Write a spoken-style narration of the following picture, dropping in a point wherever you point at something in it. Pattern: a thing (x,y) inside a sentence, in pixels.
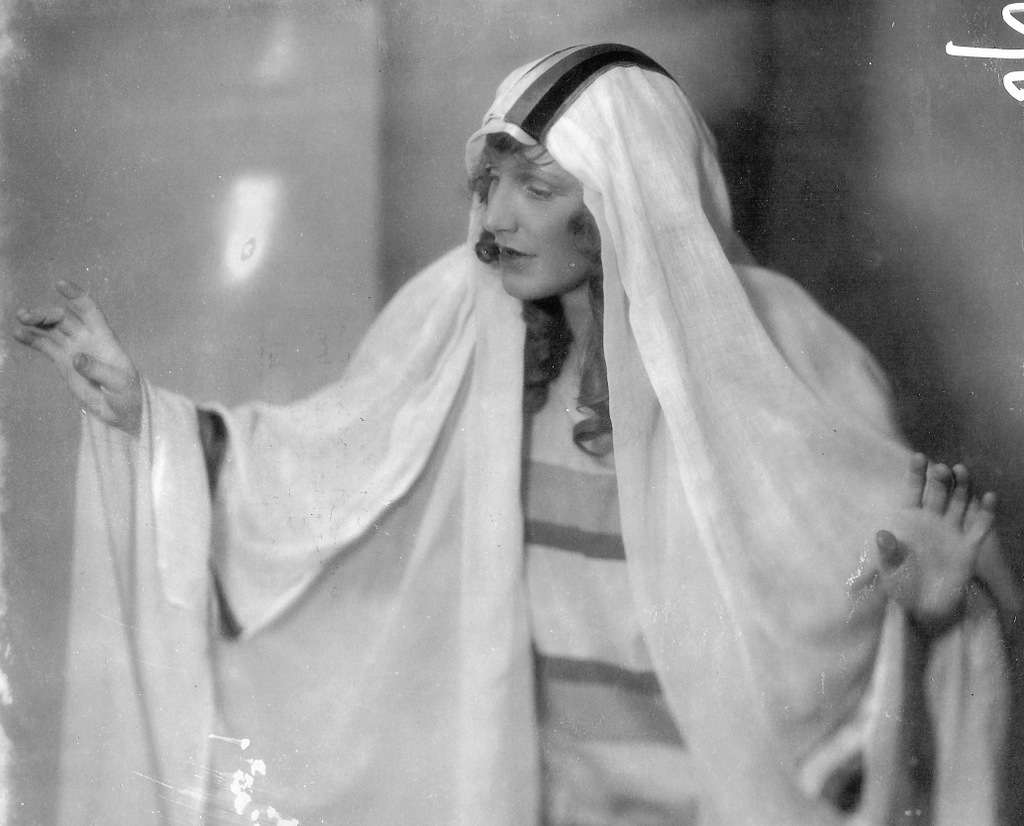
In this black and white picture there is a woman (629,473) standing. Behind her there is a wall (199,134).
